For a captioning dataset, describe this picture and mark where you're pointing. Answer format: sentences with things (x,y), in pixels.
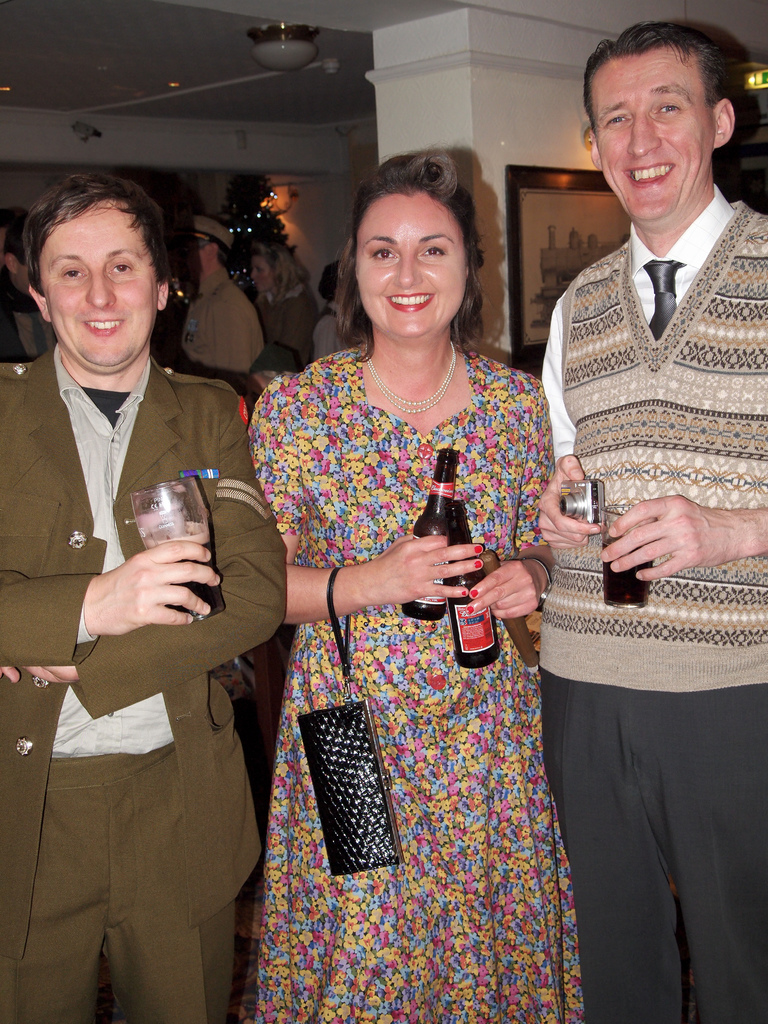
In the image there is a woman (464,465) standing in between of two men (678,805) holding bottles (454,562), the men (548,753) holding glasses (196,490) and behind there are few persons (273,309) visible and a photo frame (574,237) on the wall (533,157).
